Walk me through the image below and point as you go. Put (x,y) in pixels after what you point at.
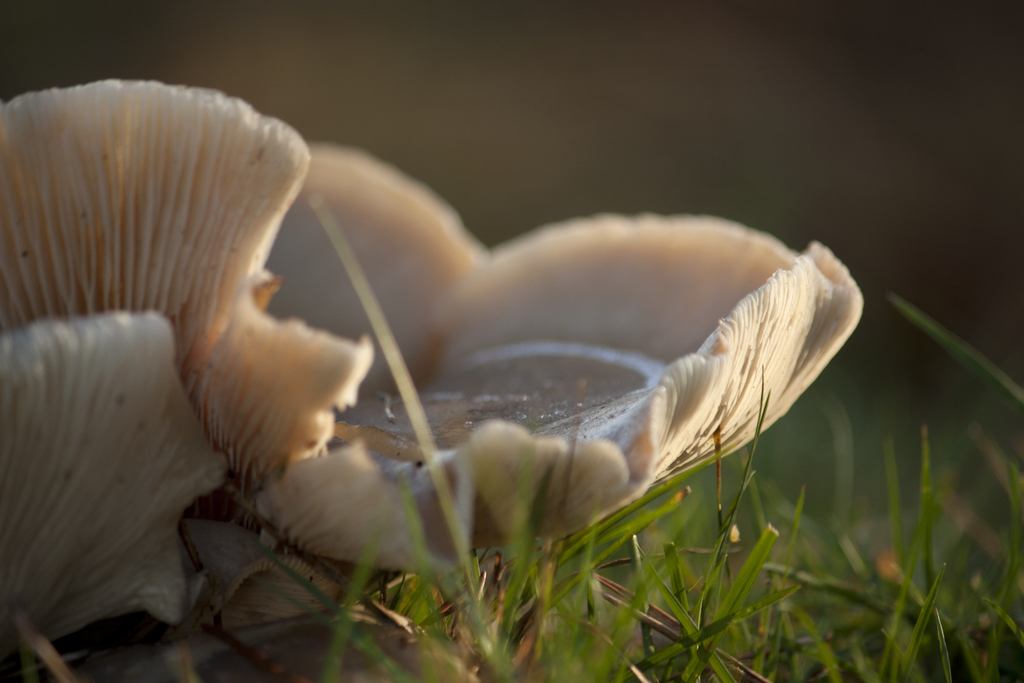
In this image I see a white color thing (325,368) over here and I see the green grass (673,574) and it is blurred in the background (703,123).
